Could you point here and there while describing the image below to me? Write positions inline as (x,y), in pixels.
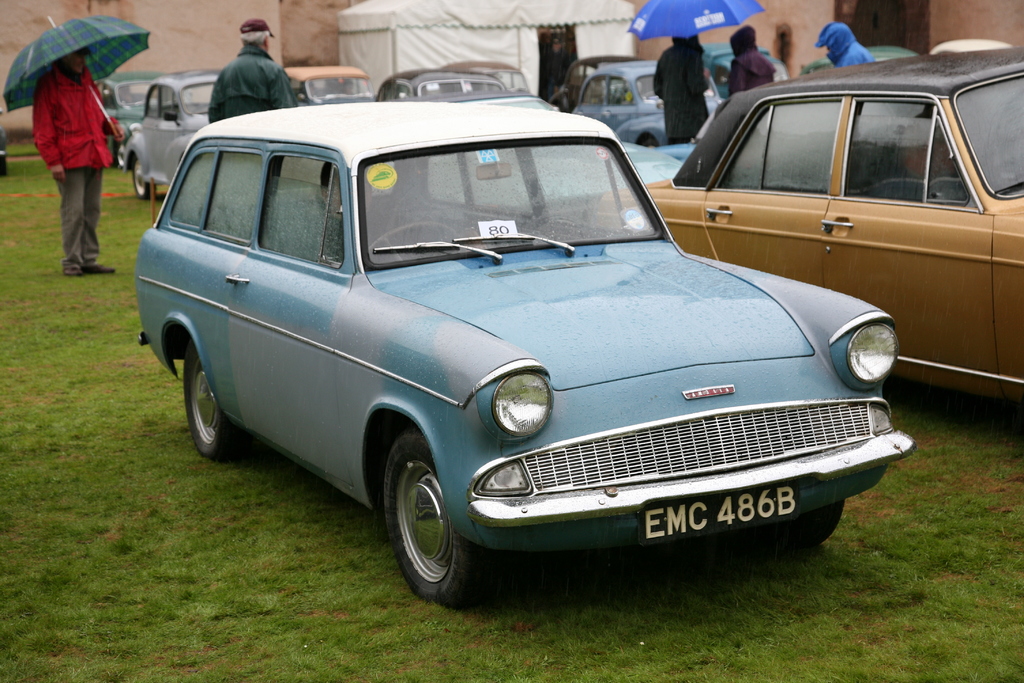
The picture is taken outside where number of cars (495,259) are parked, at the right corner (687,61) two women (740,69) are standing and holding an umbrella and at the left corner (53,149) one person (73,173) is standing in a red shirt (69,83) and holding an umbrella (121,43) and in the middle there is one tent house (349,47) and one man (280,77) is standing and wearing a cap (257,31).
